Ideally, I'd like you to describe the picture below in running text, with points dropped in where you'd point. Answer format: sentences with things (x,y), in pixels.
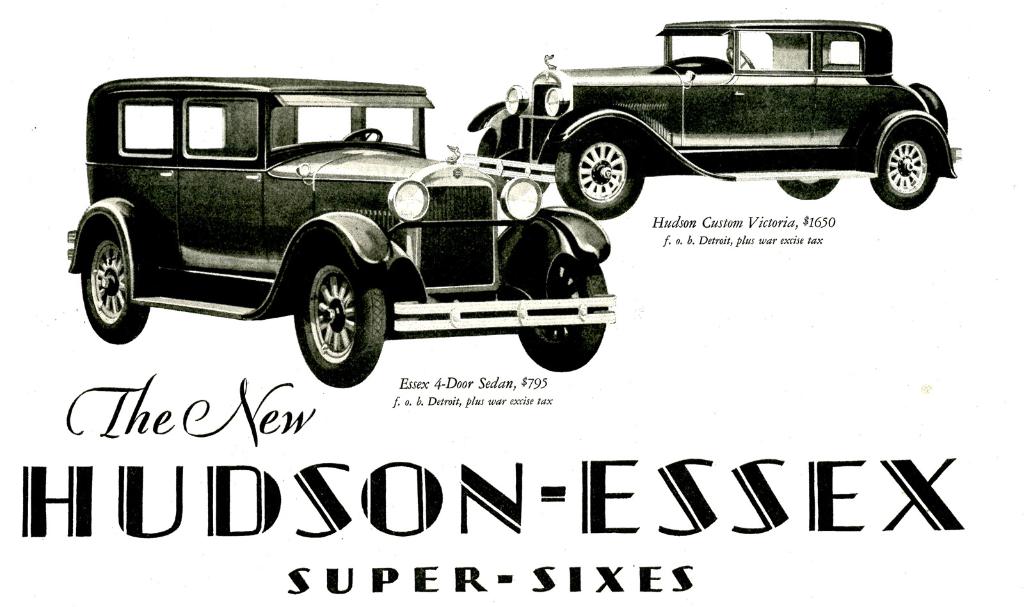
In this image there is a picture of cars (562,92) on the top of this image (547,122) and there is some text (283,408) written in the bottom of this image (424,503).
